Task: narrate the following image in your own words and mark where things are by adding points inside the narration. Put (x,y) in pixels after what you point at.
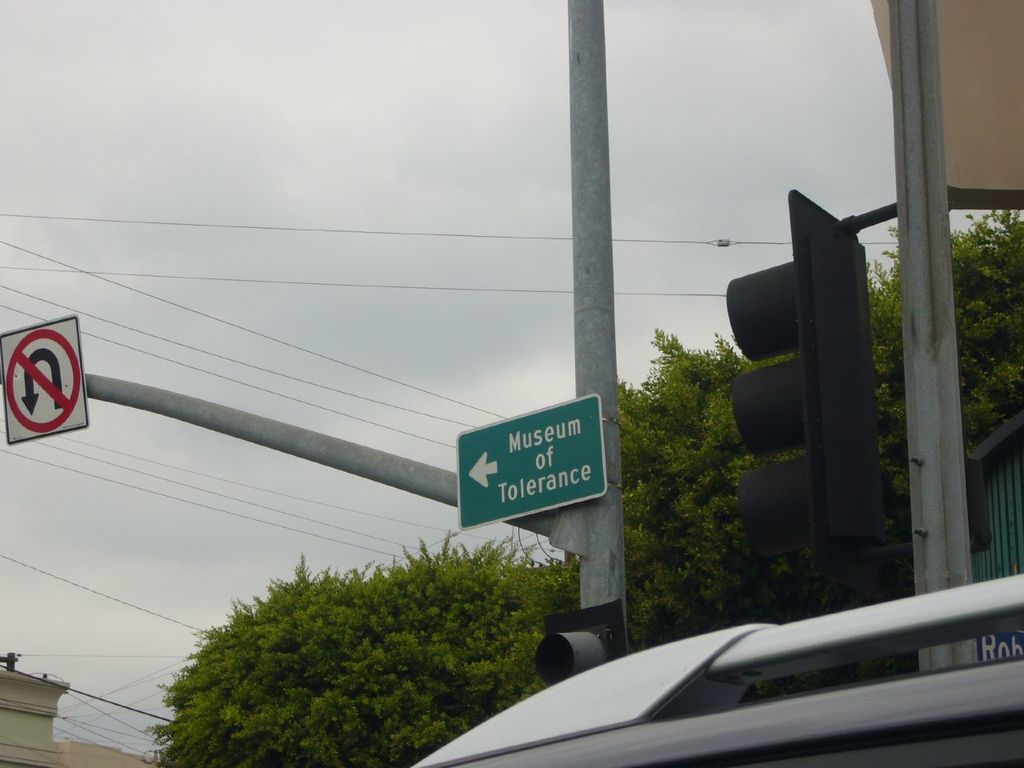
In this picture we can see a direction board (459,493), sign board (25,336), poles (523,528), trees (739,462), wires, traffic signals (808,400), some objects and in the background (310,174) we can see the sky (281,163).
